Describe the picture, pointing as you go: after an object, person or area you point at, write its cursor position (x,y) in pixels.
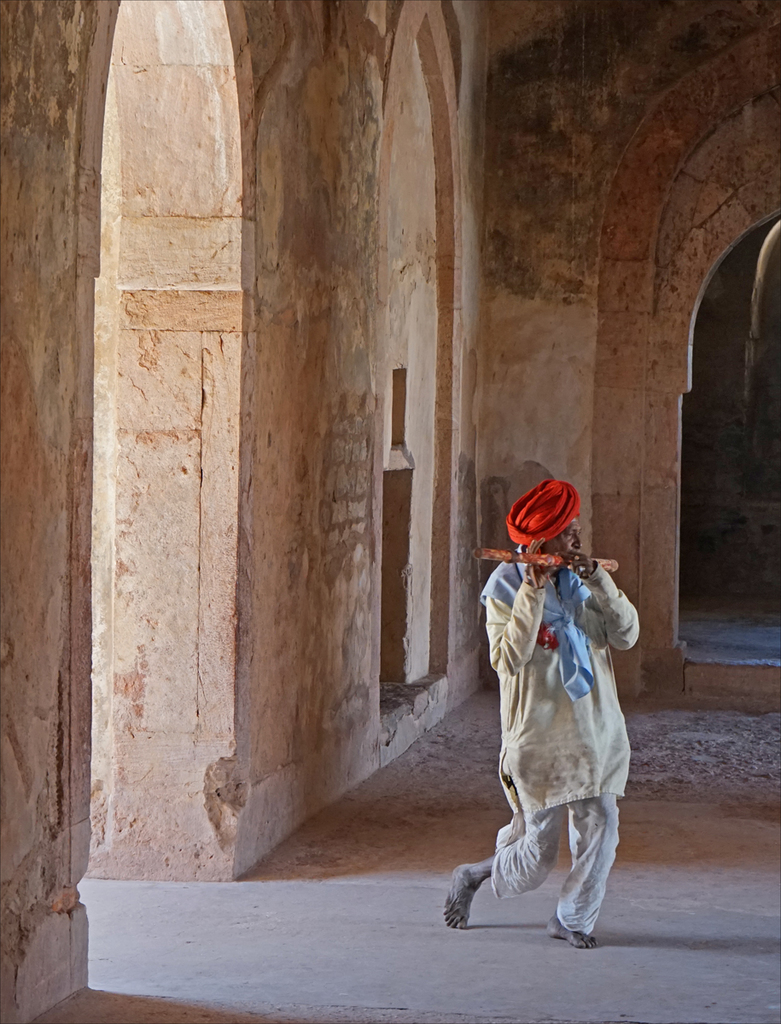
In this picture, we see a man (580,936) is wearing a white kurta (541,716) and a red dastar (557,522). He is holding a flute (525,556) in his hand (533,545) and he is playing it. In the background (484,543), we see a wall (337,328). On the right side (652,403), we see an arch (662,529).
